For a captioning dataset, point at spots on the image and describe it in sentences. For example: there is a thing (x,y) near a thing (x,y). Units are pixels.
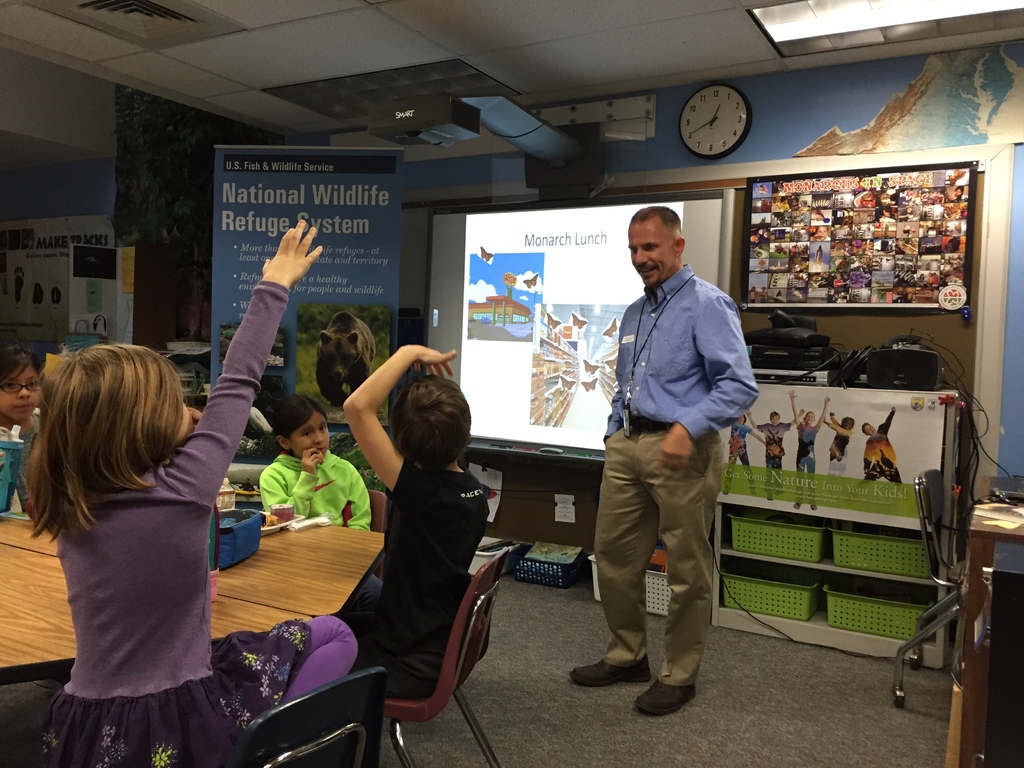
In this image i can see a man (691,352) standing wearing blue shirt (687,377) and cream pant (692,480) and shoe (674,696), there are few children (225,719) sitting on a chair (473,614), the children (141,459) sitting here is wearing a purple dress (203,649), children (389,621) sitting wearing a black t-shirt (396,596), a child (297,472) sitting here wearing a green shirt (305,484) there are few food items (275,513) on the table (329,557), at the back ground (280,209) i can see a blue color banner (315,188), a screen (571,330), a projector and a clock (694,119) attached to a blue wall (770,138) at the top (827,24) i can see a light (909,17) on the banner (878,411) i can see few children (776,451) there are few baskets (874,598) in the rack (803,630).
